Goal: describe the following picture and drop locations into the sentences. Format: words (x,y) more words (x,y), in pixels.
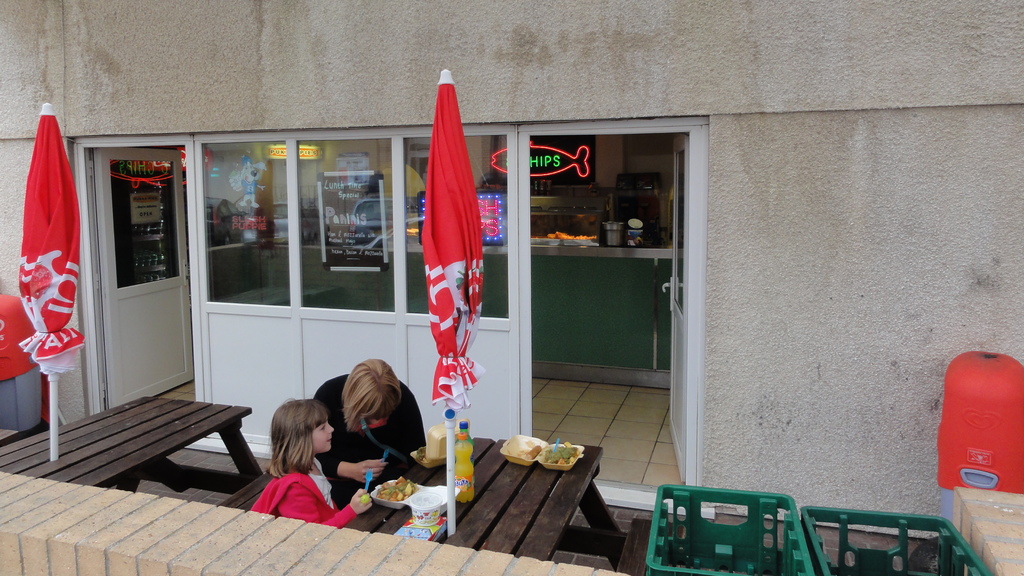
In this picture there is a woman (381,412) who is wearing black dress (347,438), beside her there is a girl (291,469) who is holding a spoon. Both of them are sitting on the bench (252,496) near to the table (570,484). On the table (581,493) I can see the umbrella (456,408), juice bottles (470,482), caps (413,517), plastic covers (564,447) and other food items (392,497). In the back (138,256) I can see the doors (134,276). On the left (27,359) there is a dustbin (18,301) which is placed near to the table (42,439), bench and door (128,352). Through the door (529,395) I can see the platform (562,268) and electronic item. On the platform (561,269) I can see some objects (533,226), behind the table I can see the board (565,150) which is placed on the wall (549,152) and its looks like a fish (563,160). In the bottom right corner (764,552) I can see the crates (774,544).
